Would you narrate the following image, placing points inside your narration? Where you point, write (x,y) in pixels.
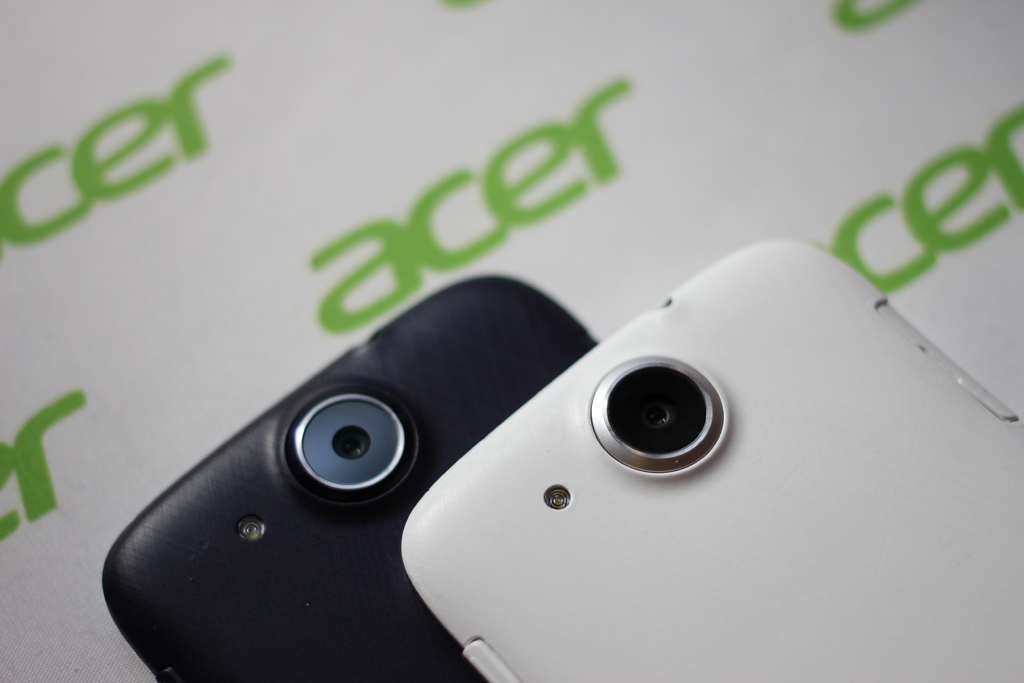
In the image there are two mobile phones (403,420).
